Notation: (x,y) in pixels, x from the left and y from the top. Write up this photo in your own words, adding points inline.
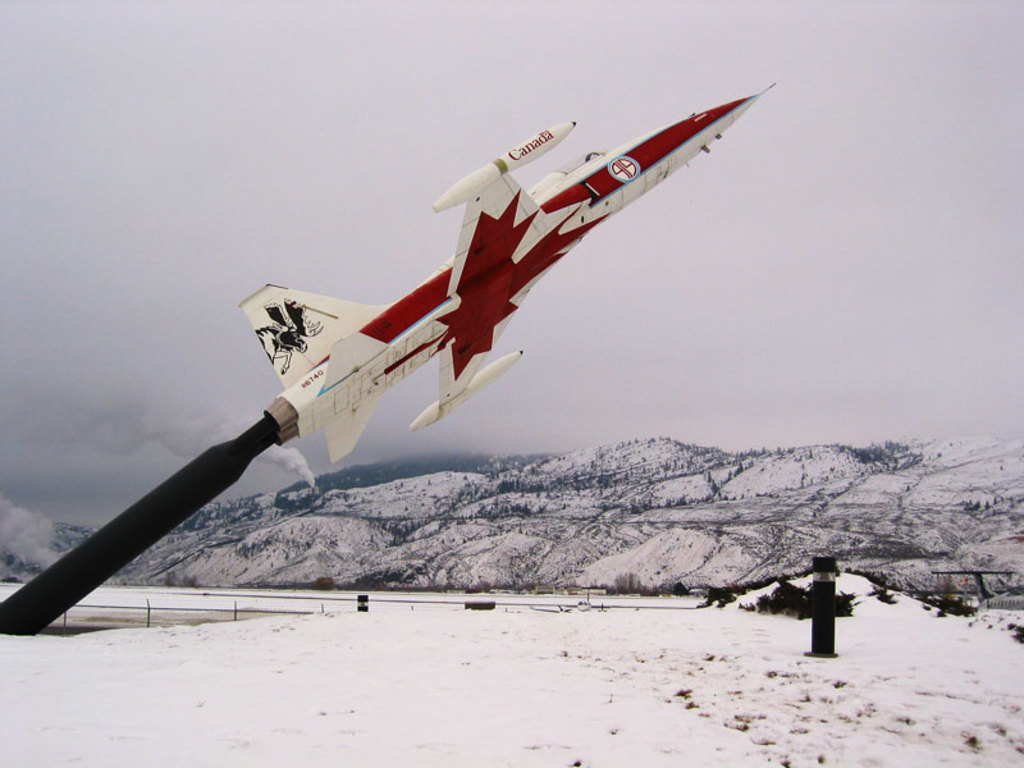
In this image, we can see an aircraft (312,397) and there is snow (304,742) on the ground (304,742), there is a black color object (830,627) on the ground (874,672), at the top (331,95) there is a sky (389,37).
